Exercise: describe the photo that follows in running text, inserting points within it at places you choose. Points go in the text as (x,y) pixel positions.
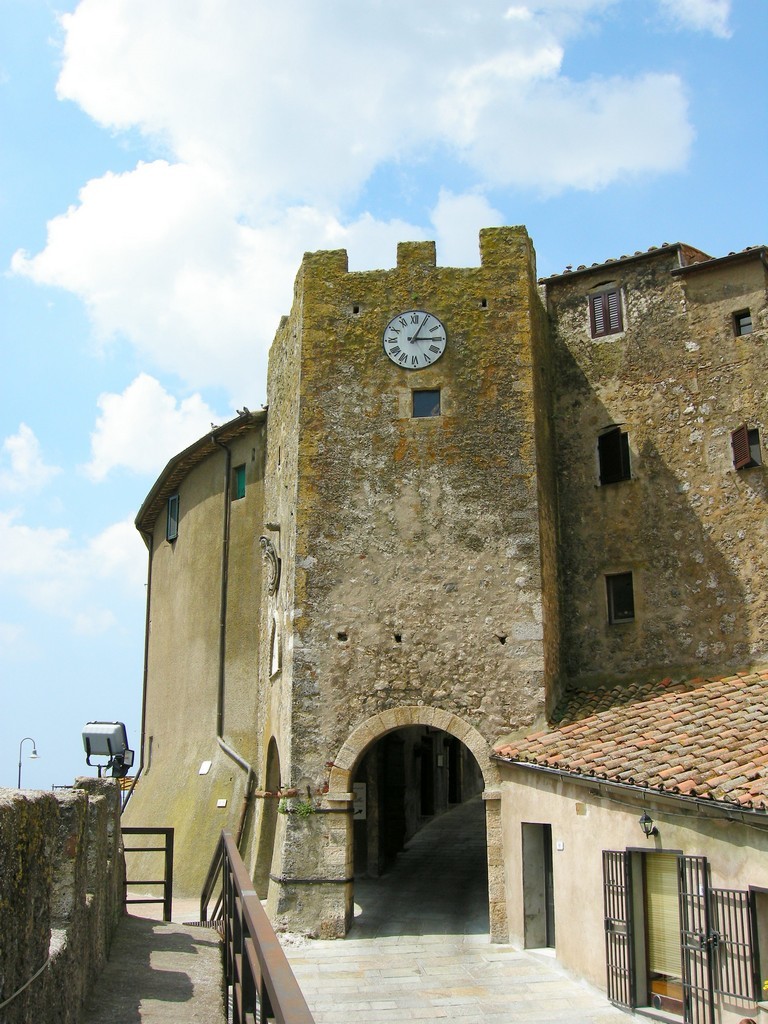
This image is taken outdoors. At the top of the image (248,216) there is the sky (247,179) with clouds (539,139). At the bottom of the image (336,966) there is a floor (119,1013) and there is a railing (247,943). On the right side of the image (594,456) there is a house (529,774) and there is a building (324,608) with walls (379,588), windows (623,570), a door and a clock (391,332). On the left side of the image (73,822) there is a wall (97,870).
